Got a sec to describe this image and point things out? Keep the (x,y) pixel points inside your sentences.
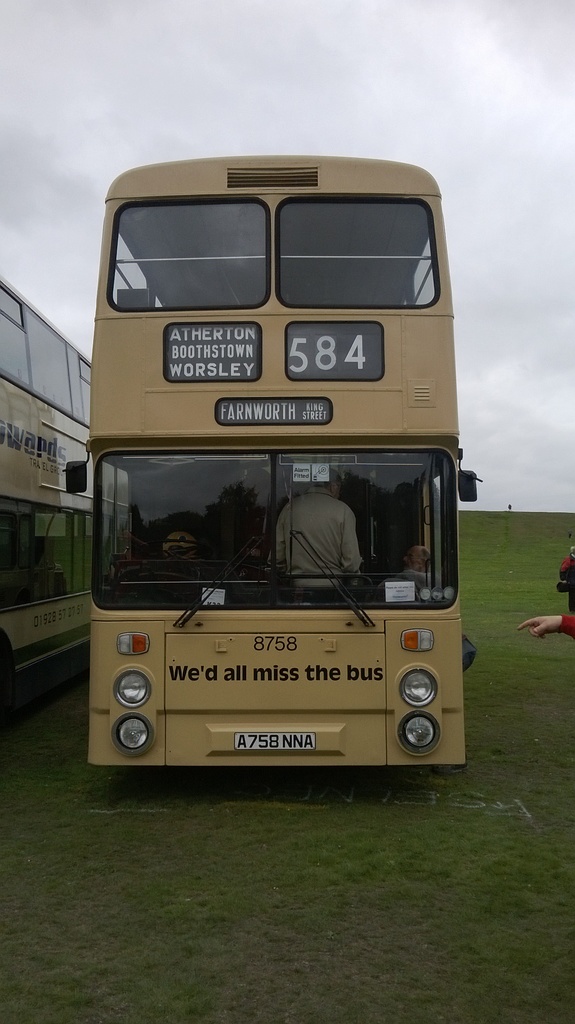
In this picture we can see buses (139,633) on the grass (364,830), side we can see few people (572,583).
